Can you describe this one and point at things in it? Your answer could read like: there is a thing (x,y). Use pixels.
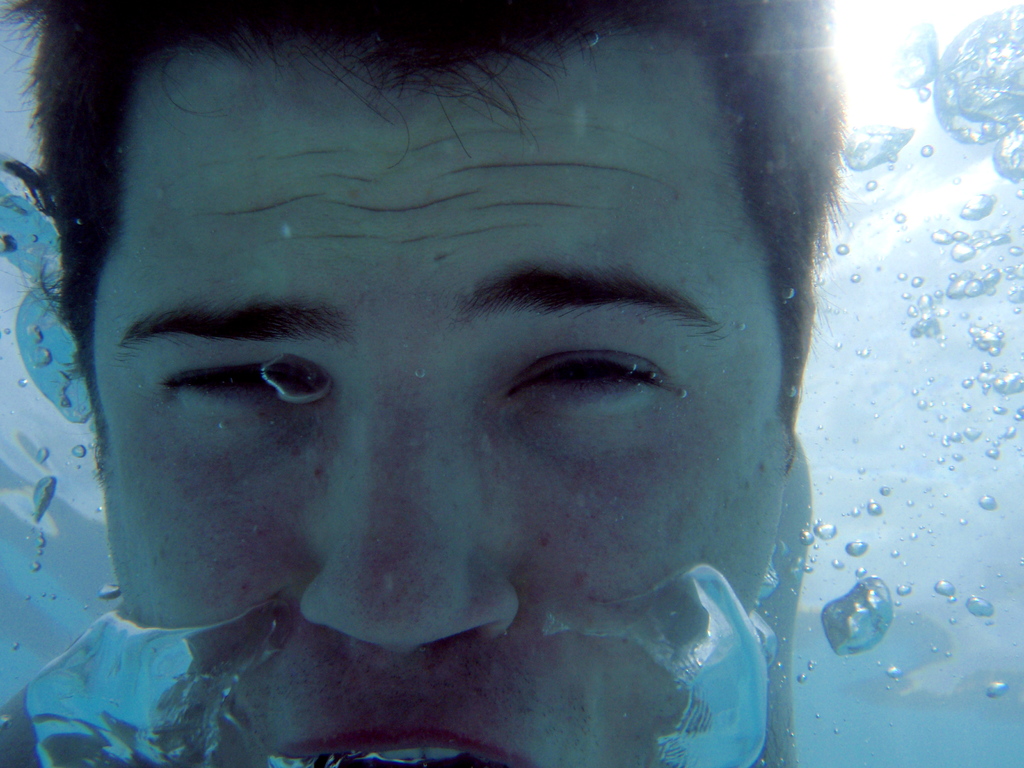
It is a zoomed in picture of a person (629,616) in the water (833,736).
